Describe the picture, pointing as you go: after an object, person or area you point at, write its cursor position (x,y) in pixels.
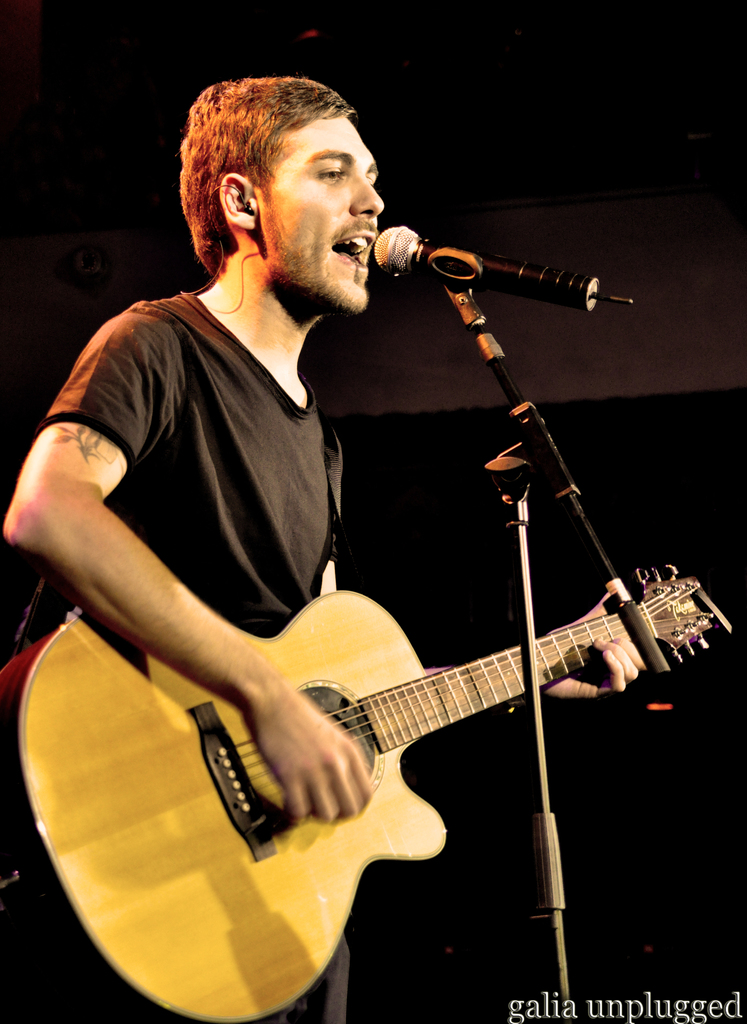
As we can see in the image there is a man (292,354) standing singing on mike (409,260) and holding guitar (199,843) in his hands (574,683).
